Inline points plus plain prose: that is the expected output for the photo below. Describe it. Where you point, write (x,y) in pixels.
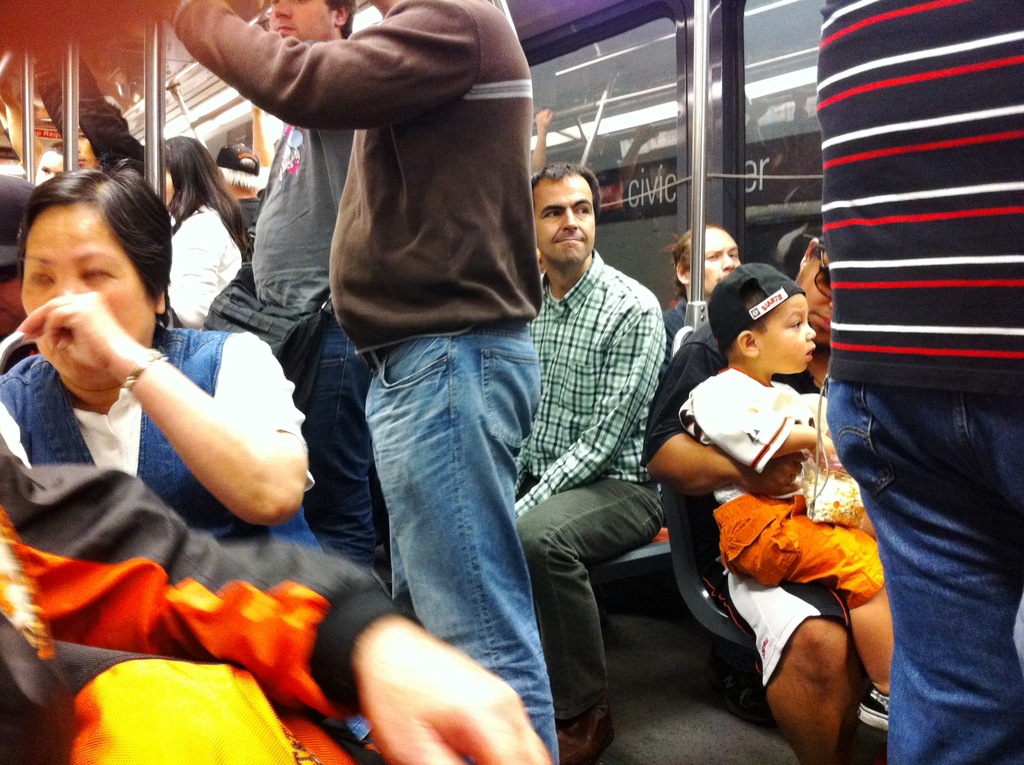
This is the inner view of a train (726,723). In this train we can see some people (349,193) are standing on the floor (681,734) and some people (584,404) are sitting on the seats (637,552).
